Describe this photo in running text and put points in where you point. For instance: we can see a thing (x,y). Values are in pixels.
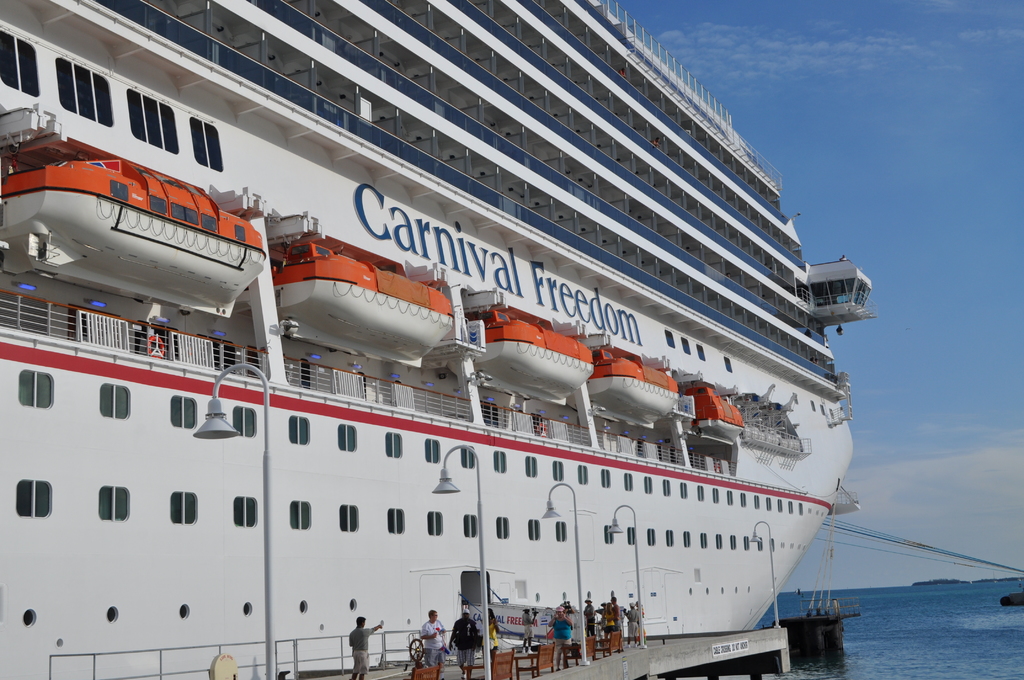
This picture is clicked outside. On the right (916,635) we can see a water body (916,635) and some objects (827,636) in the water body (862,623). On the left (75,293) there is a ship (261,176) and we can see the text (581,292) on the ship (589,342). In the foreground (466,642) we can see the lampposts (215,414), chairs (553,652), metal rods (302,661), text (515,616) on the banner (479,627), group of people (462,630) seems to be walking on the bridge (629,650). In the background (910,315) we can see the sky (911,259) and the cables (896,540).
